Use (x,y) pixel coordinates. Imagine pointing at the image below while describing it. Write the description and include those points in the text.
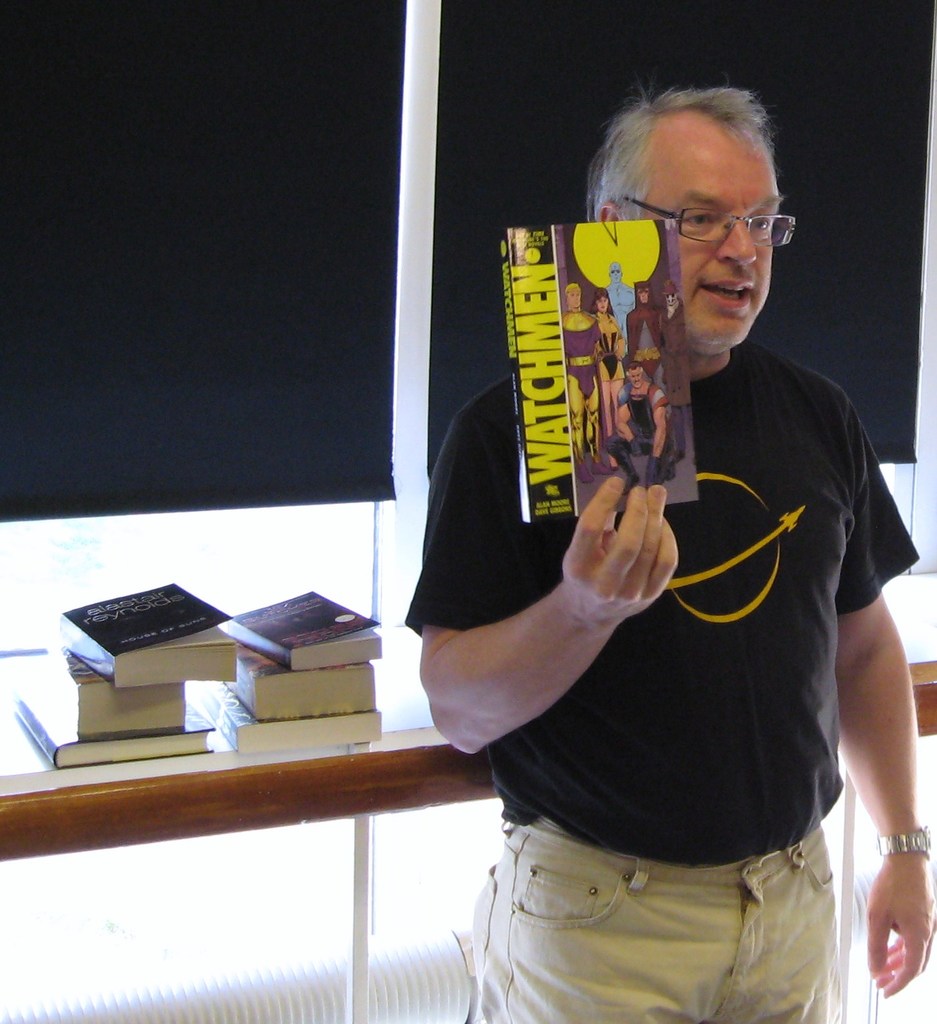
This image is taken indoors. In the background (342,708) there is a table (240,761) with a few books (258,672) on it. There are two black clothes (523,147) and there is a pipe (316,980). On the right side of the image (746,436) a man (724,377) is standing and he is holding a book (570,386) in his hand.
